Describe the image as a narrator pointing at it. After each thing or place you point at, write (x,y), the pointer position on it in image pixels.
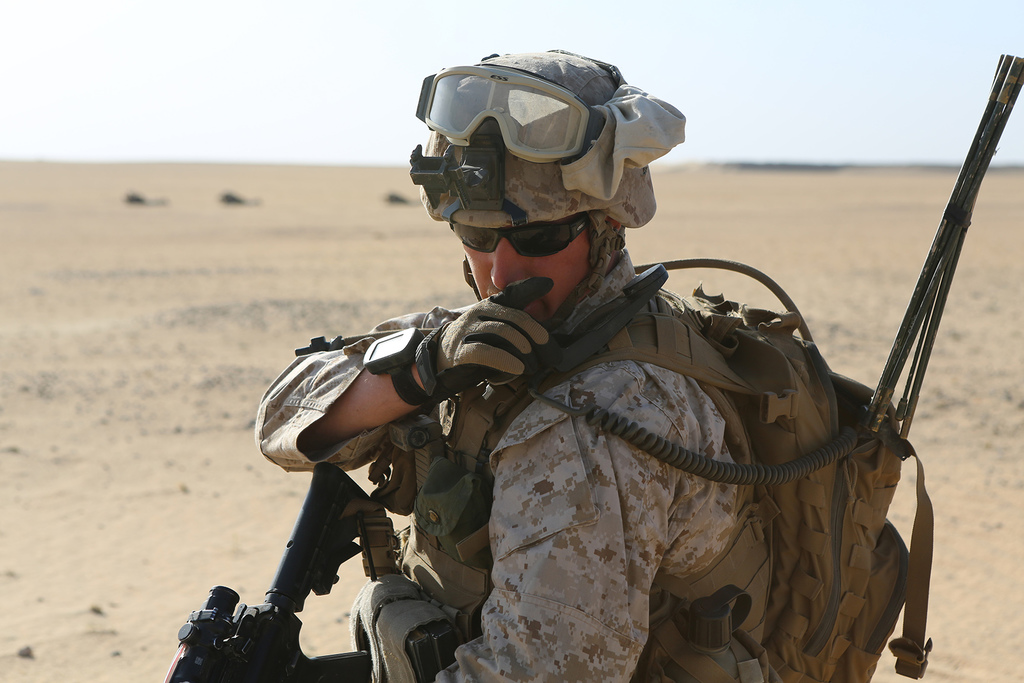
In this image, we can see a person (504,481) in a military uniform (527,505) wearing backpack (849,625) and holding some object (291,536). Here we can see helmet (519,213), goggles (560,144) and wire (824,460). Background (95,226) there is a blur view. Here we can see the ground (269,225) and sky (677,93).
